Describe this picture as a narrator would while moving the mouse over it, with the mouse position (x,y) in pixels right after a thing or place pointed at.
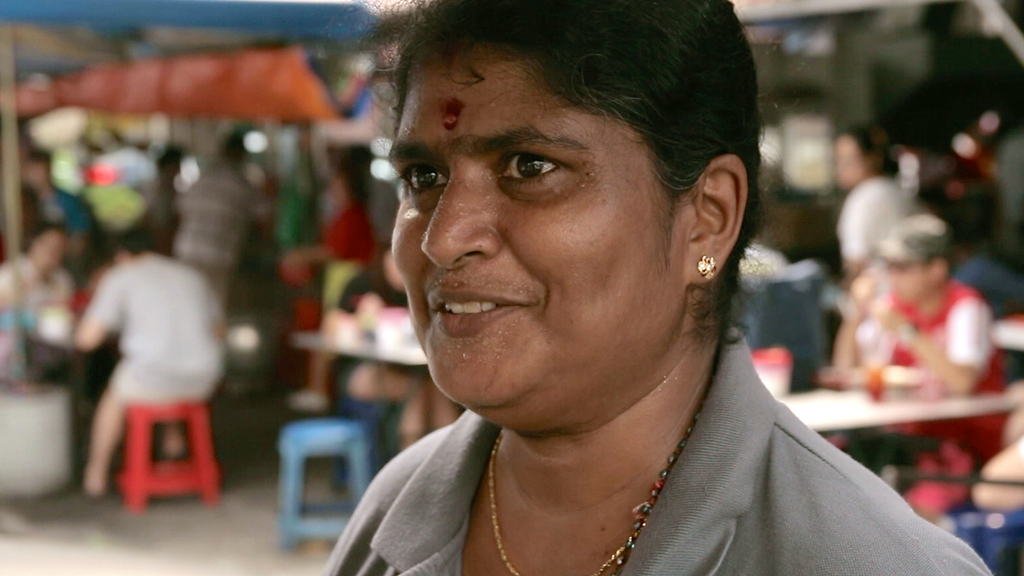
In this picture we can see a woman (581,301) is smiling in the front (523,279), in the background (892,304) there are some people (893,217) standing and some people (147,292) are sitting, we can also see tables (310,335) and chairs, there is a blur background (351,324).
